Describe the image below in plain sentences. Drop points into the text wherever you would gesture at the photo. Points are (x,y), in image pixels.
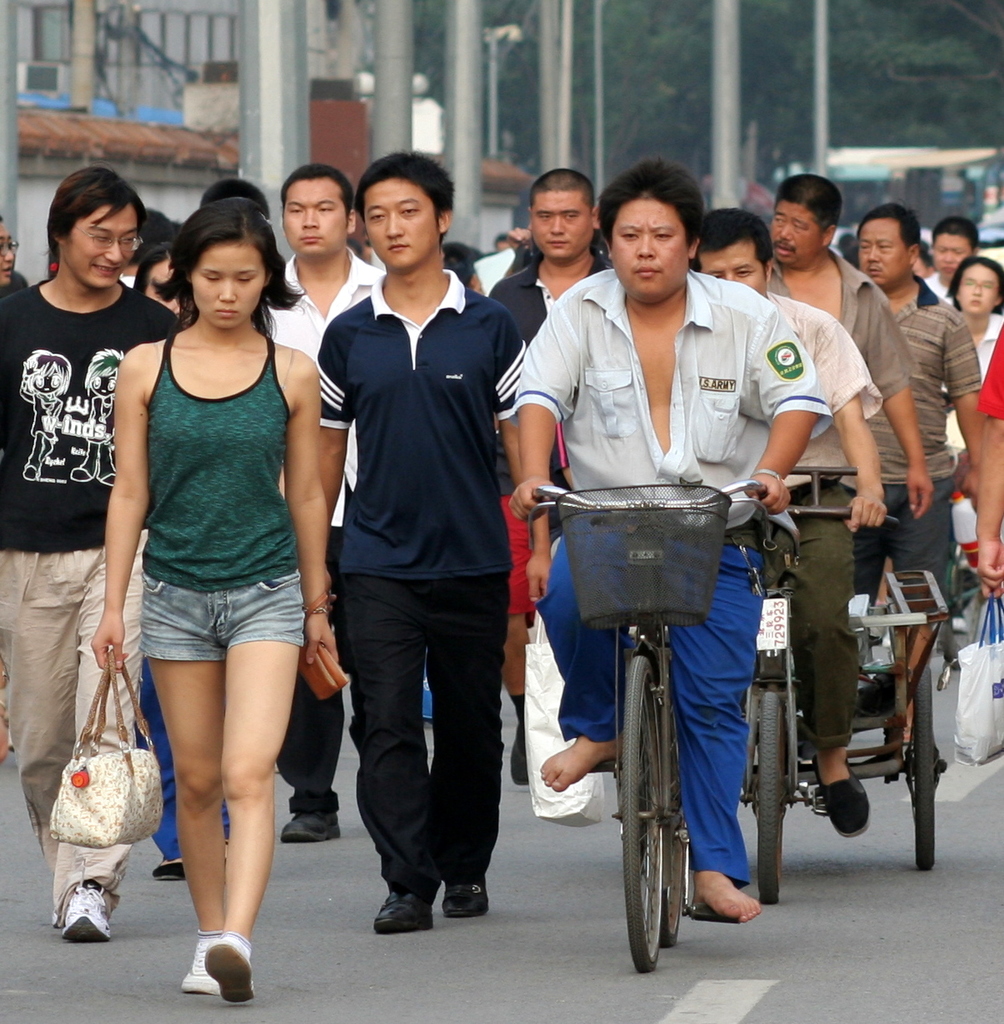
Here, this picture is clicked outside the city. There are many people (385,294) walking on the road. Man (598,405) in white shirt (620,412) and blue pant (731,709) is riding bicycle (620,607). Behind him, the man (834,378) in white shirt (825,340) and green pant (817,582) is riding rickshaw (769,843). Woman (210,433) in green t-shirt (203,539) is holding hand bag (134,771) in her hands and behind these people (92,257), we see pillars (242,167) and behind this pillars (558,131), we see trees (848,104).
